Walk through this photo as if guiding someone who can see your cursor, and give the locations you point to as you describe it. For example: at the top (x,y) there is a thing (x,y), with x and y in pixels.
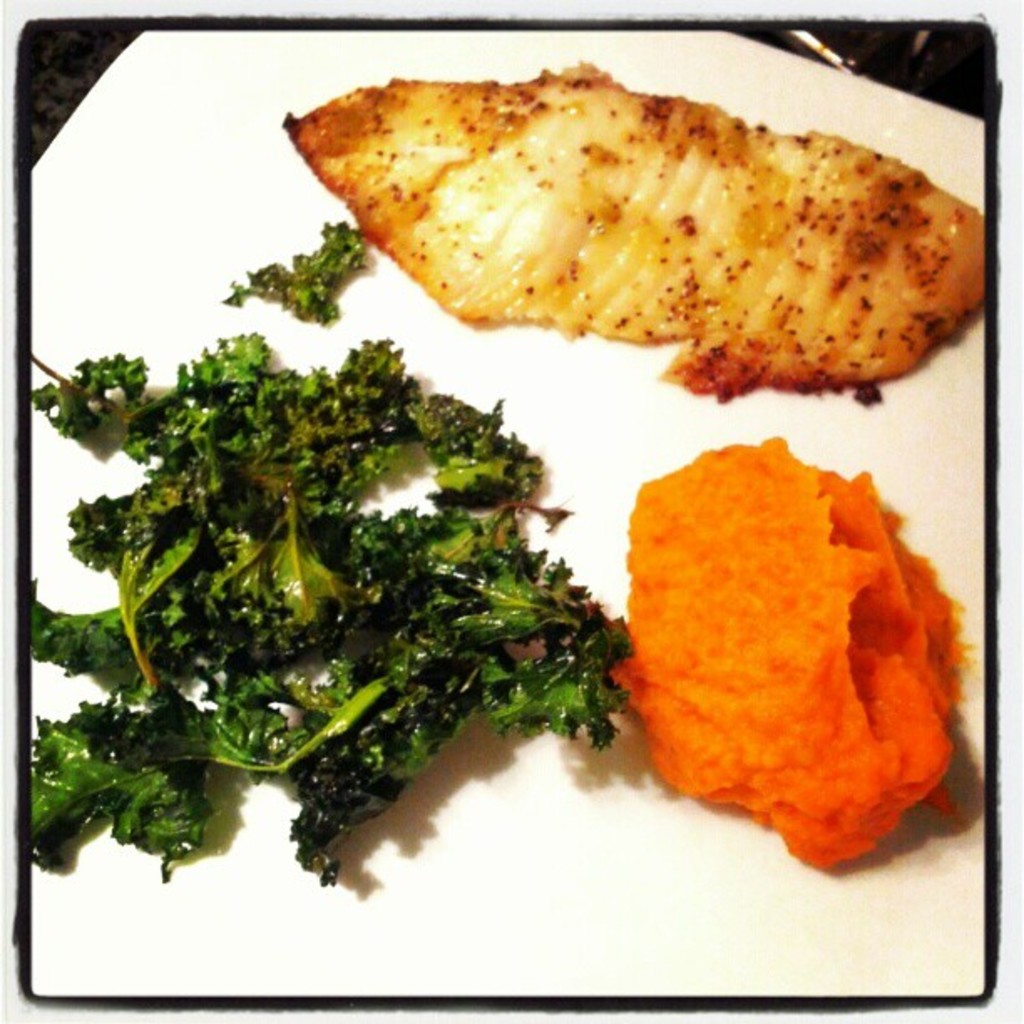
In this image I can see some food items (513,471) on the white surface (151,219).
